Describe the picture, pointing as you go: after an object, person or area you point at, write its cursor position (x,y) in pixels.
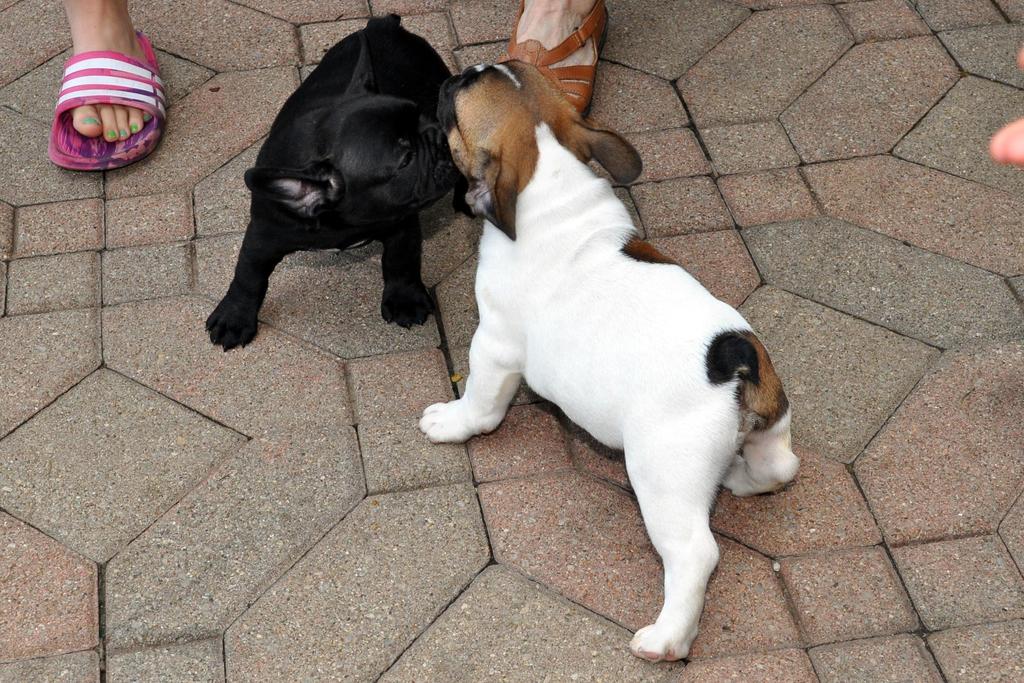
In this picture we can see a white dog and a black dog (220,332) playing on the street (681,263). In the background (70,125), we can see 2 legs (164,98) of different people (539,33).
